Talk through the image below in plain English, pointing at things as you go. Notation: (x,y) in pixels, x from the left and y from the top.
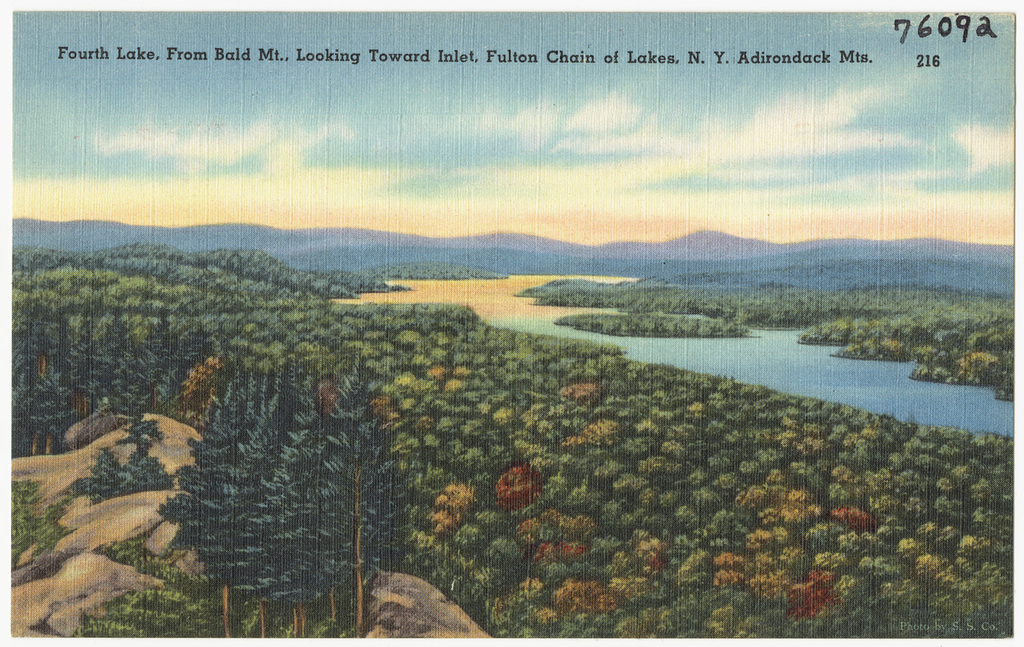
In the image we can see there is a landscape painting (505,452) of ground (691,478) covered with plants (677,470) and trees (463,410). There are rock hills (689,252) and there is water (940,406). There is a cloudy sky (620,136) and there is matter (190,50) written on the top (162,59).
